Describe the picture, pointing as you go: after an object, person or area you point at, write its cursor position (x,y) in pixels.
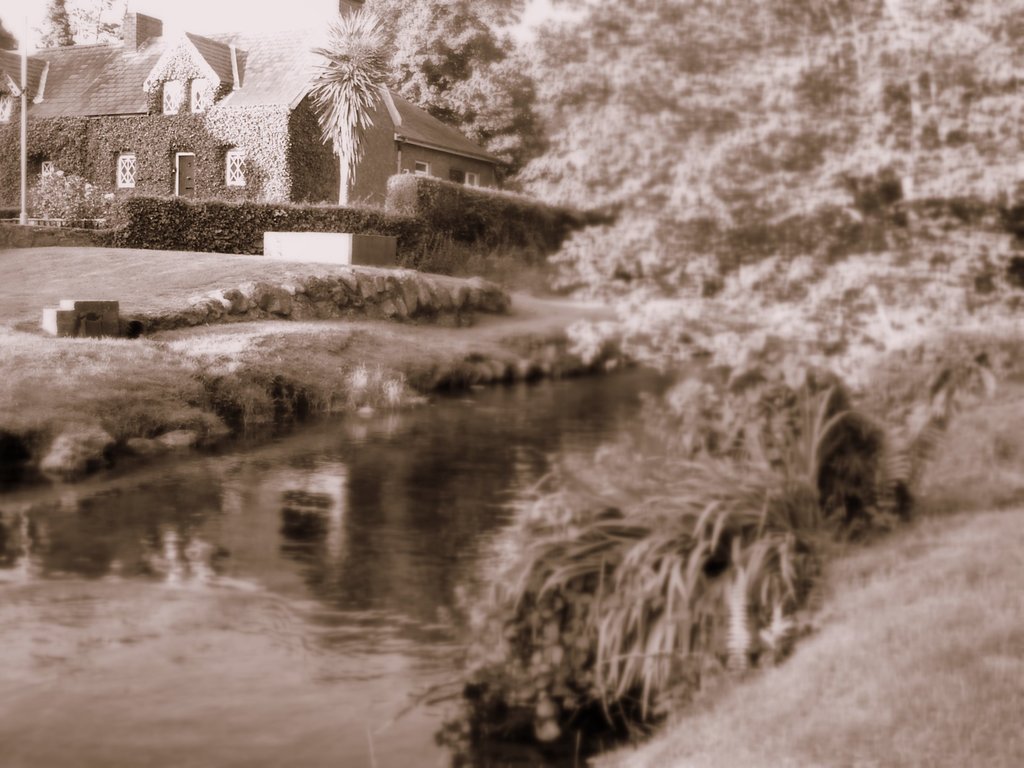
In this black and white image there is a building (292,181) with trees (790,187) and plants (770,447). At the center of the image (566,449) there is a river (348,492).
